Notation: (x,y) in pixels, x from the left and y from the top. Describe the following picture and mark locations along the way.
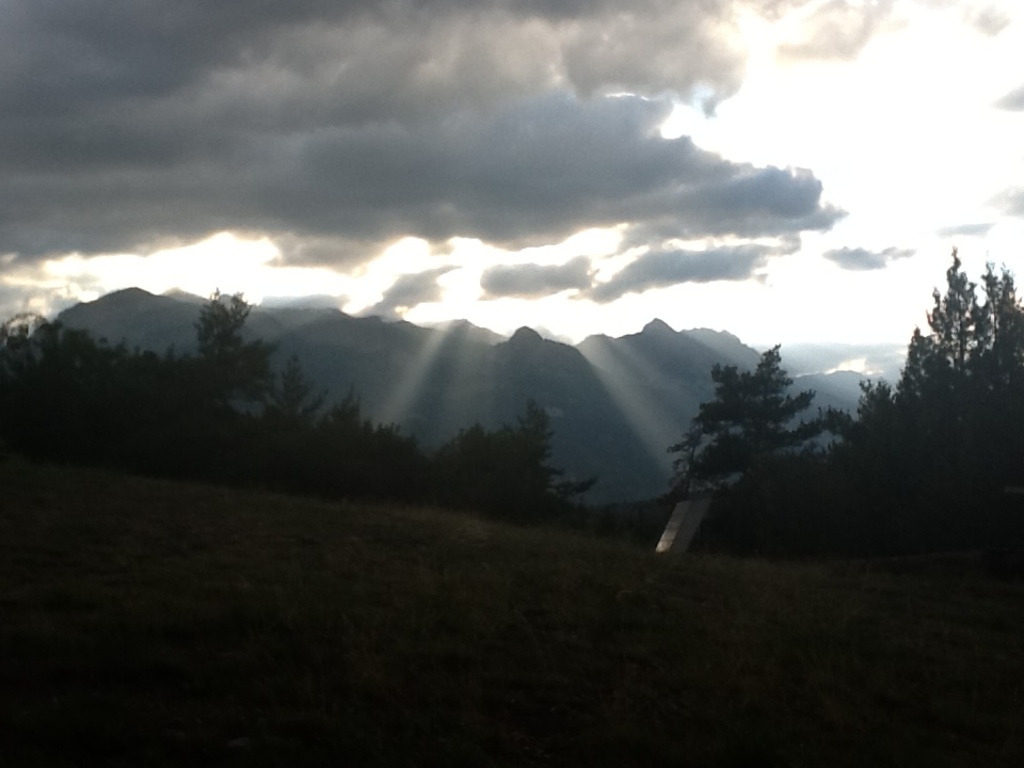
In this image I can see trees (490,505), mountains (601,407) and the sky (380,191). This image is little bit dark.
